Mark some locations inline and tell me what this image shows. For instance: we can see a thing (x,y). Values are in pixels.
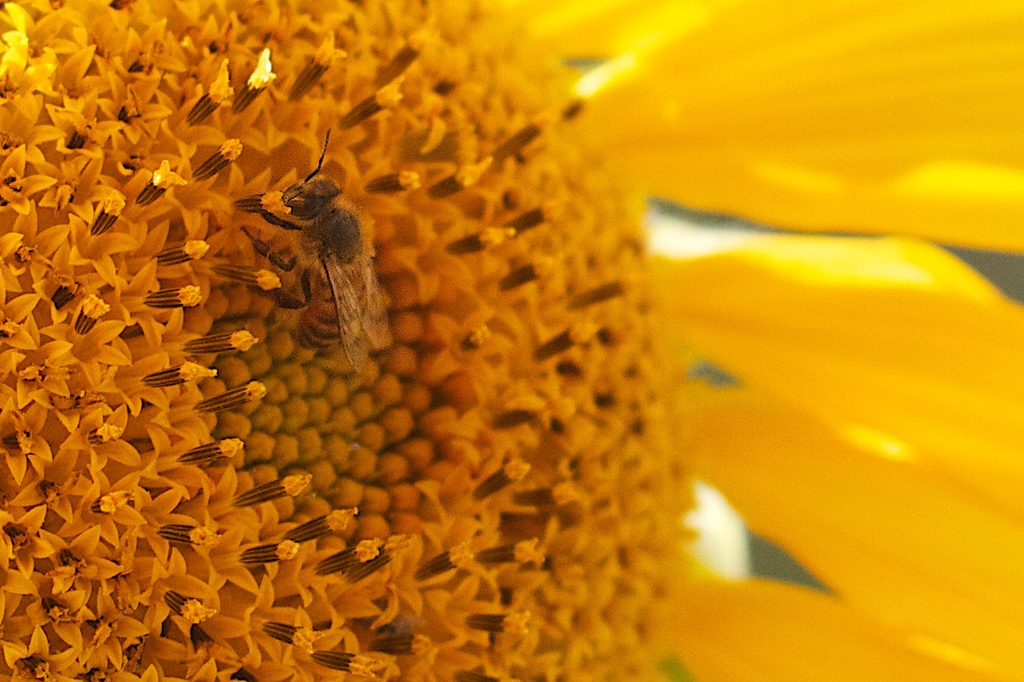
On the left side (334,194), there is an insect (316,214), having wings (342,269) and legs (244,230) standing on the surface (216,188) of a yellow color flower (339,140), which is having yellow color petals (800,342).
